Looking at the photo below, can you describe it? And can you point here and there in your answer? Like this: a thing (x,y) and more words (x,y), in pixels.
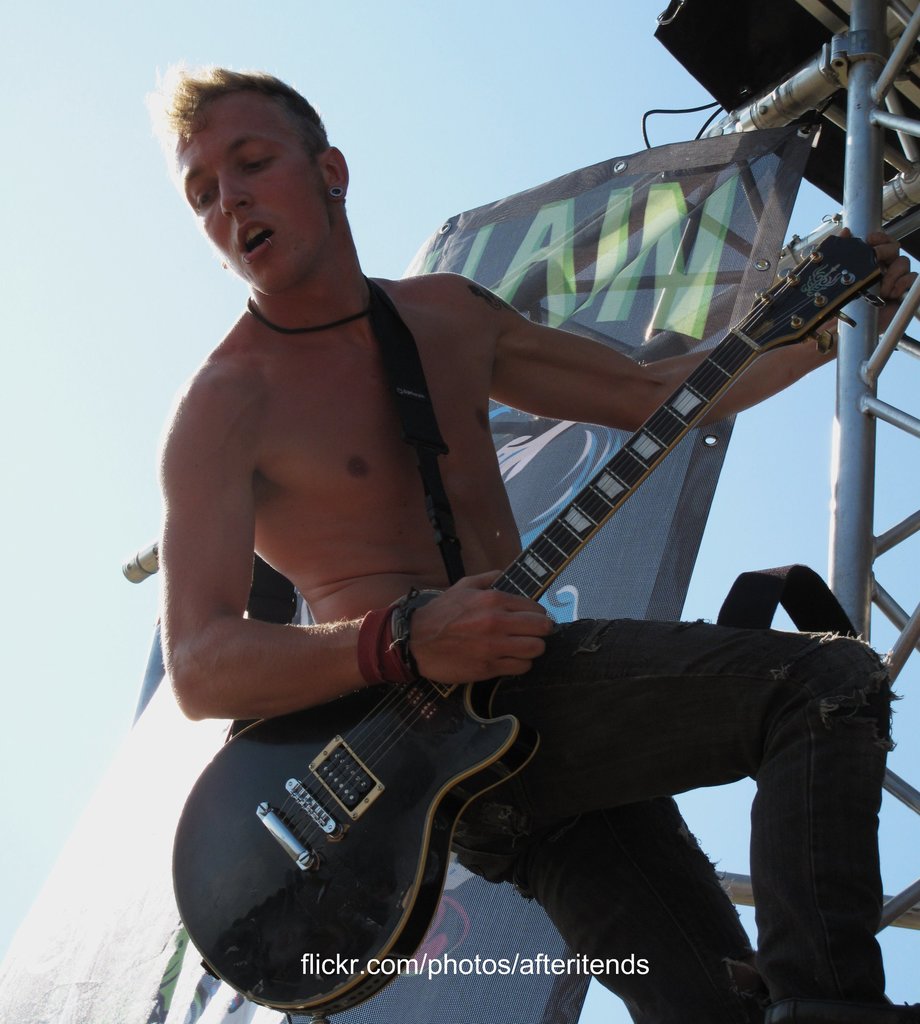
In this Image I see a man (373,408) who is holding a guitar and a rod (855,175) in his hands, In the background (673,587) I see a banner (9,1020).
